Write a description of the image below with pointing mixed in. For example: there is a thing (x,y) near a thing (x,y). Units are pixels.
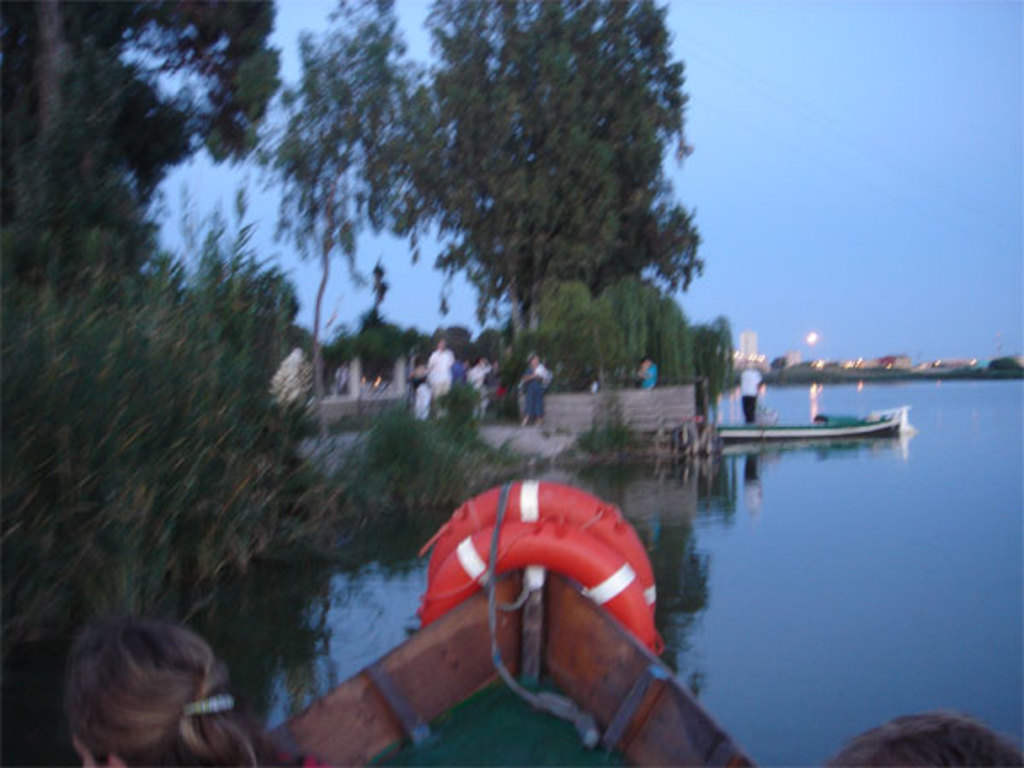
At the bottom (196,658), we see the head (187,678) of a person (205,691) who is riding the boat (525,685). We see the tubes (636,550) in red color. On the left side (183,362), we see the trees (296,523). In the middle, we see water (757,451) and this water (757,451) might be in the river (757,451). We see the boat (886,415) is sailing on the water (811,415). Beside that, we see a wall (625,394). We see the people (545,404) are standing. There are trees (678,341), buildings (748,346) and the streetlights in the background (565,323). At the top (757,187), we see the sky (803,156), which is blue in color.
